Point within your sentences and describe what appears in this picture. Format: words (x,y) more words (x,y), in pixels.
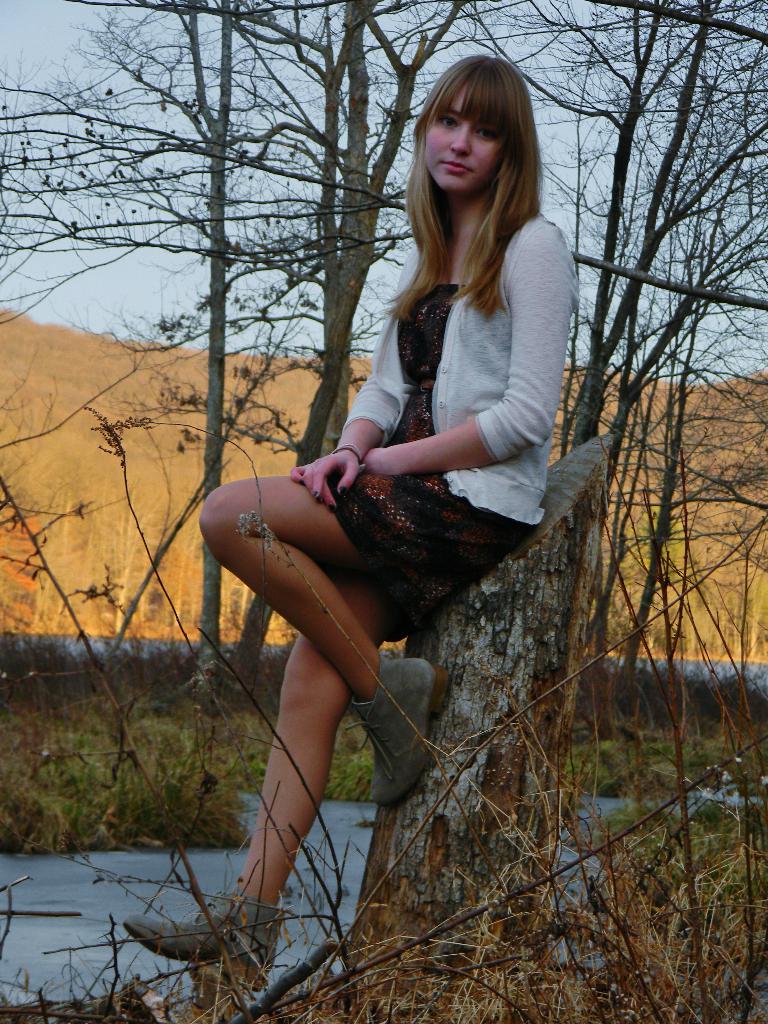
In this picture I can see a woman (472,439) sitting on the trunk (495,647). I can see green grass (178,795). I can see trees (199,124). I can see the sky (196,181).
